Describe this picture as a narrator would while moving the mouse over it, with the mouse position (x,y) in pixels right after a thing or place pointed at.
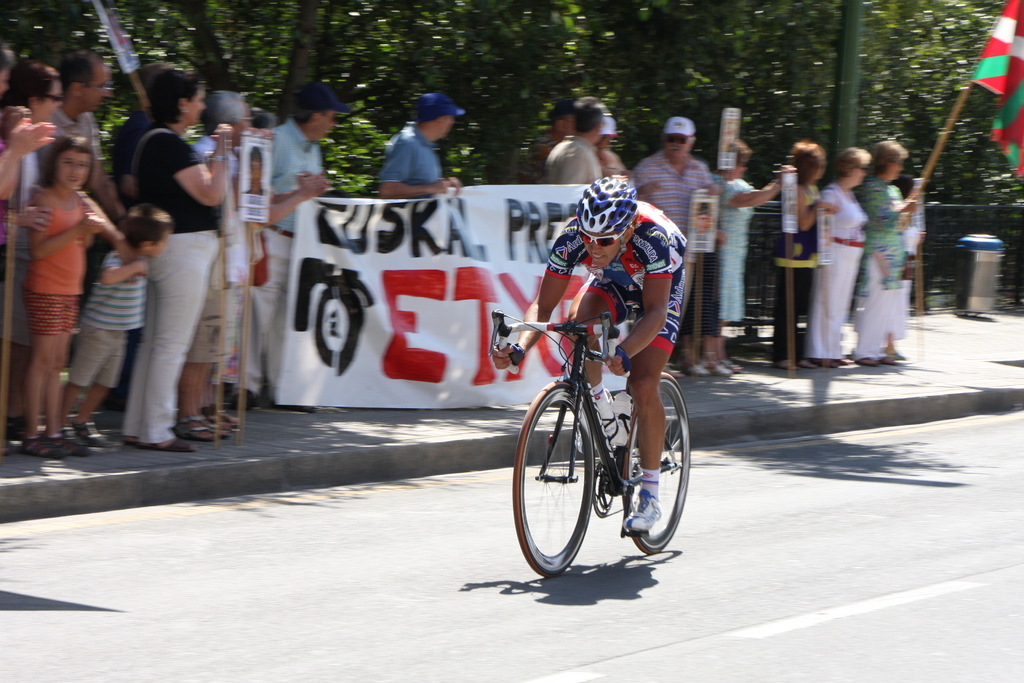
The picture is outside a road (765,542). a man (600,223) is riding a bicycle (586,374) he is wearing a helmet (600,210). Beside the road (638,598) many people (208,220) are standing they are holding placard (253,221), banner (319,286), flag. In the right (971,276) there is a dustbin (975,259). In the background (637,55) there are trees (365,31).
